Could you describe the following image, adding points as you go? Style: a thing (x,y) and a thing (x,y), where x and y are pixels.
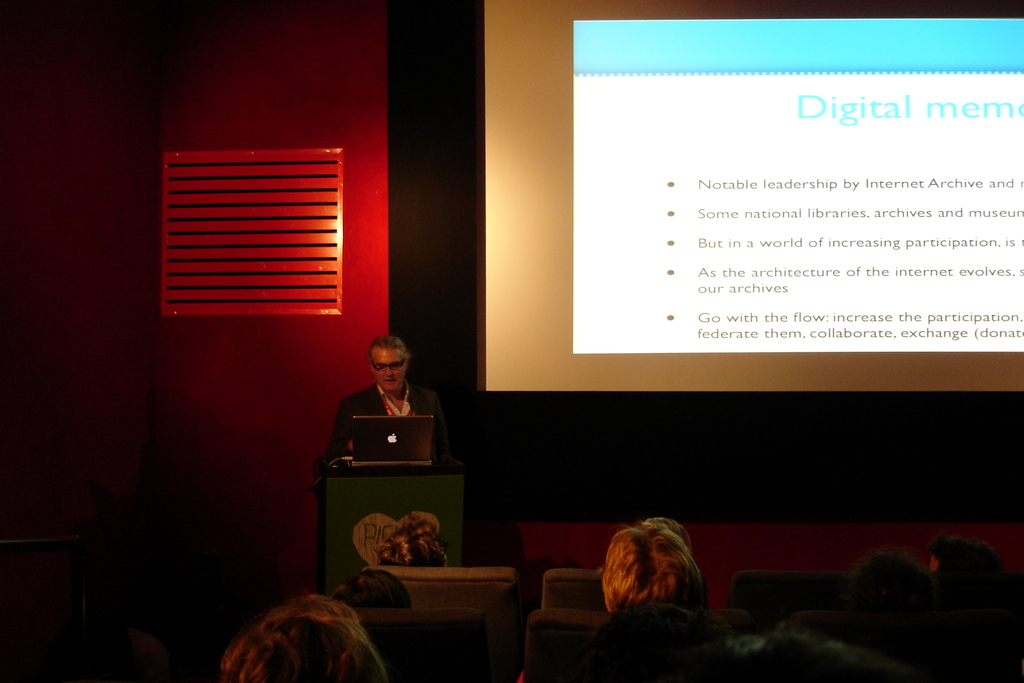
In this image we can see a man (390,388) standing, before him there is a podium (345,546) and there is a laptop (383,459) placed on the podium (379,477). At the bottom (650,593) there are people (863,606) sitting. In the background (555,383) there is a screen (698,262) and we can see a wall (86,293).
